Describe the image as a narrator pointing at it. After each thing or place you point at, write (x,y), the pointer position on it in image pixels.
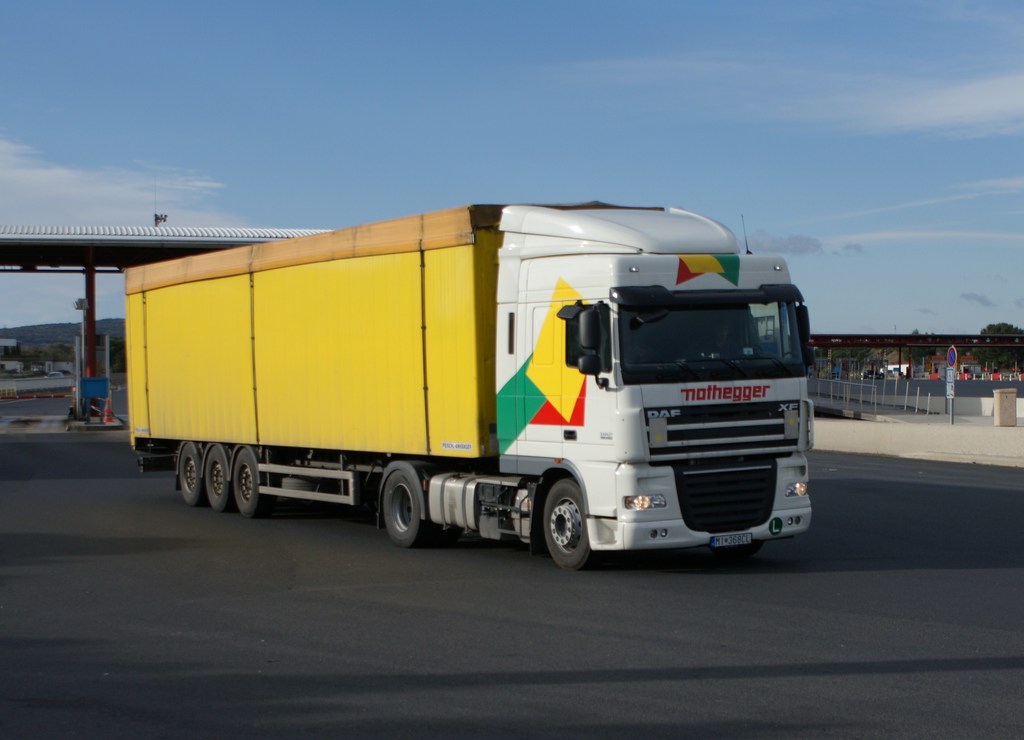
This image is taken outdoors. At the top of the image (342,138) there is a sky (937,218) with clouds (117,183). At the bottom of the image (236,614) there is a road (539,659). In the background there is a wall (35,386). There are a few trees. There is a bridge (20,240). In the middle of the image (394,360) a truck (237,378) is parked on the road (843,499). On the right side of the image (1012,398) there is a dustbin (1003,413) on the floor (978,419) and there is a sign board (954,379).
